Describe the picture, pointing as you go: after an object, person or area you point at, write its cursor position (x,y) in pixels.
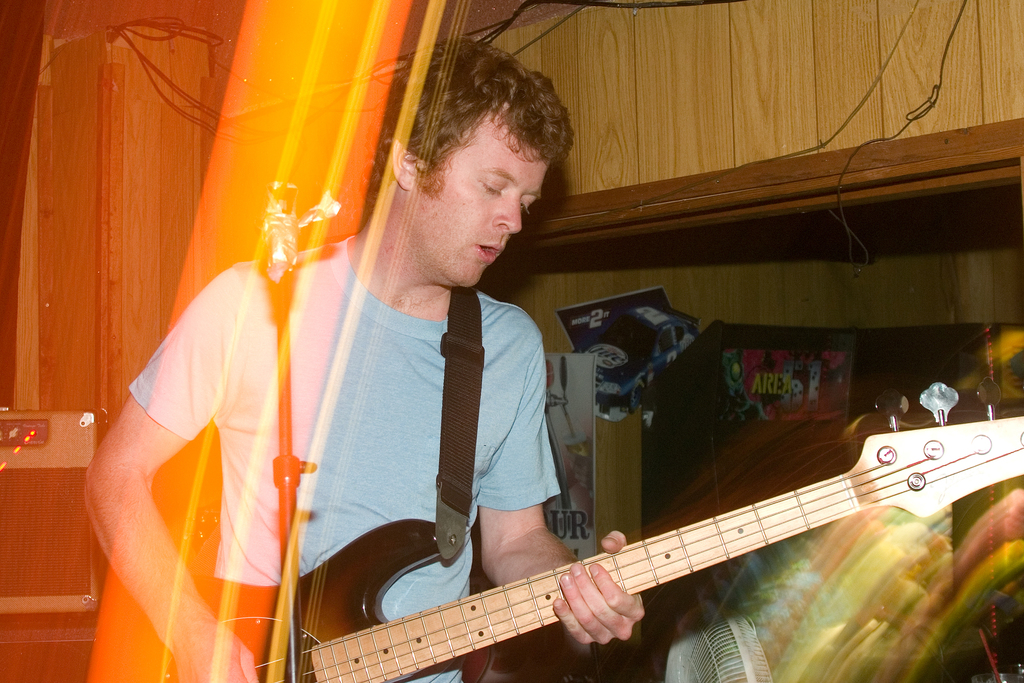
This man (359,528) is playing guitar (502,609) and singing. In-front of this man (366,332) there is a mic (274,268) with holder (278,295). Far there is a speaker (40,476).
